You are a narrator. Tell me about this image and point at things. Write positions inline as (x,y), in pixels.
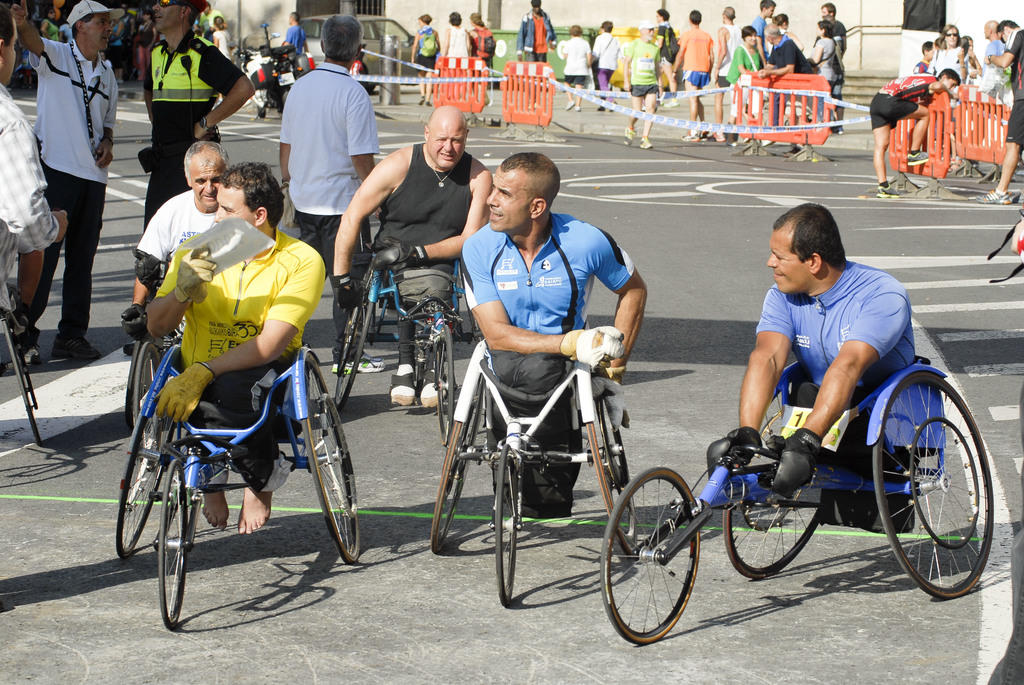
In this image I can see people (163,90) where few are sitting on wheelchair cycles (530,410) and rest all are standing. I can also see white lines (66,377) on road (780,200) and in background (460,93) I can see few vehicles (296,77) and few orange colour things (442,61). I can also see shadows (22,589) over here.
